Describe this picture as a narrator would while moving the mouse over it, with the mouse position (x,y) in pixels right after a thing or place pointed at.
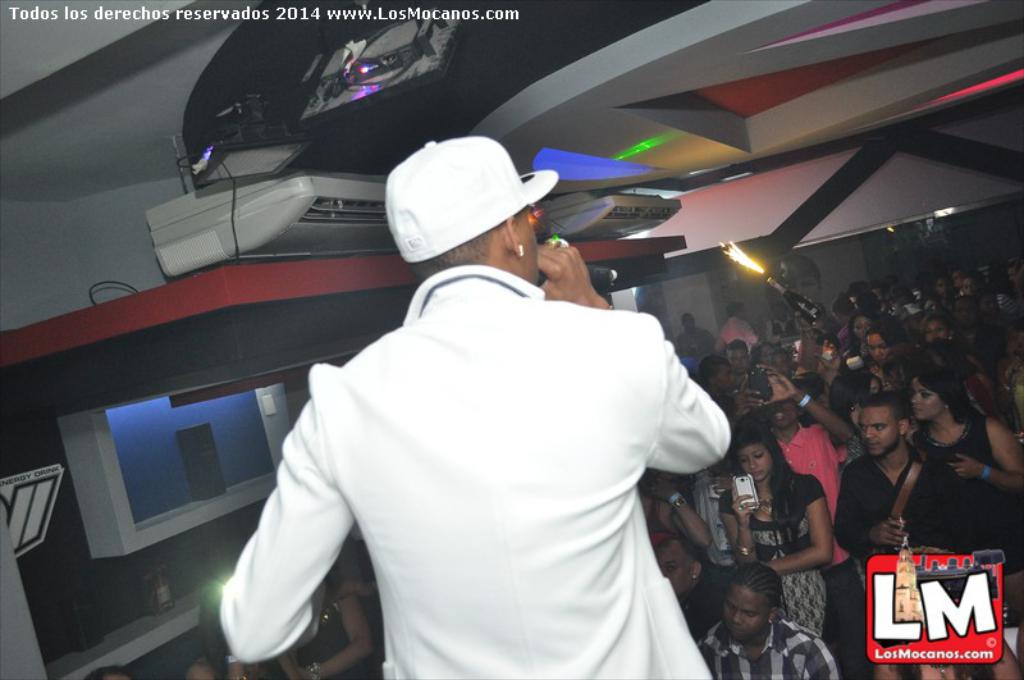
This picture describes about group of people (673,376), in the middle of the image (471,377) we can see a man (513,363), he wore a cap (420,186) and he is holding a microphone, in the background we can see few lights (749,259) and a bottle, at the bottom of the image (919,614) we can see a logo (970,622), on top of the image (310,10) we can find some text (324,14).
